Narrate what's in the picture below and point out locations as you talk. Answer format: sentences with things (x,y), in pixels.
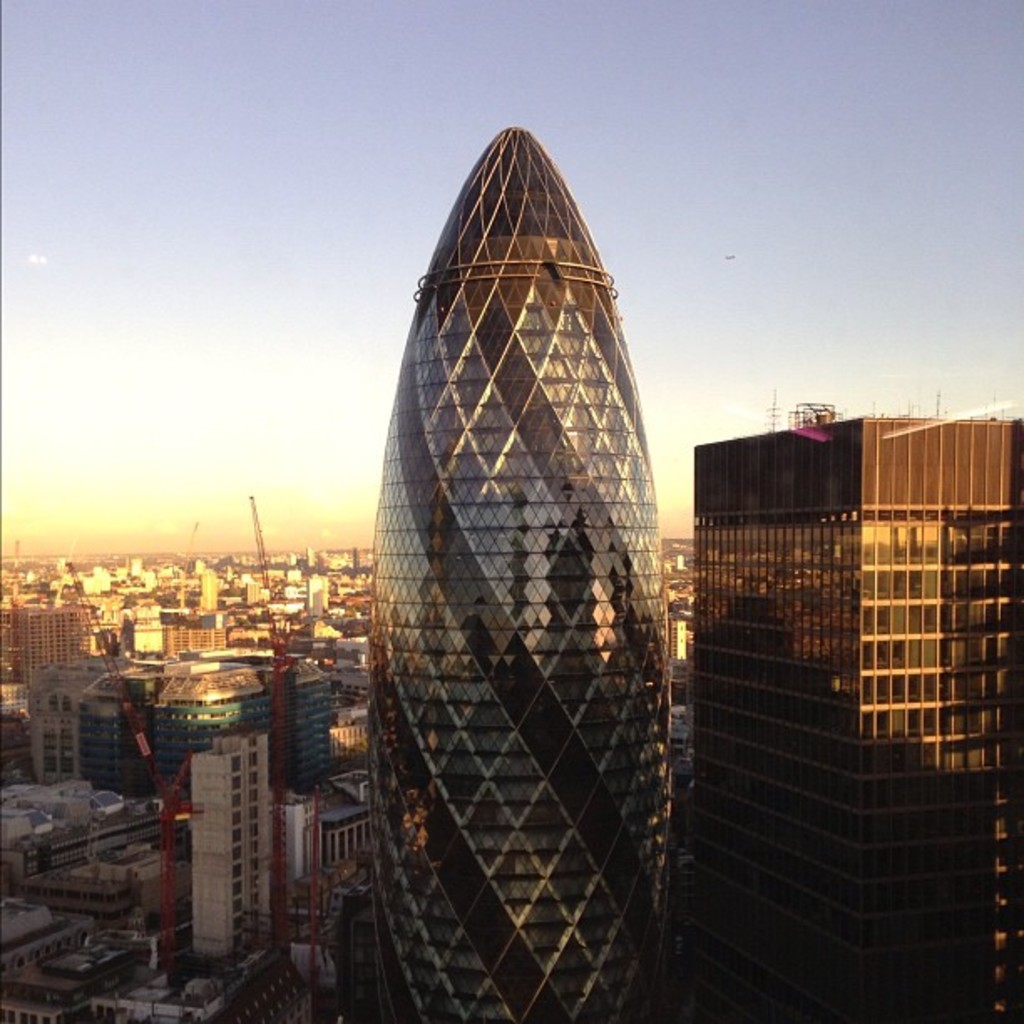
In this image I can see many buildings (676,591). I can see some cranes (169,825) to the left (275,659). I can also see the sky (369,171) in the back (298,136).
